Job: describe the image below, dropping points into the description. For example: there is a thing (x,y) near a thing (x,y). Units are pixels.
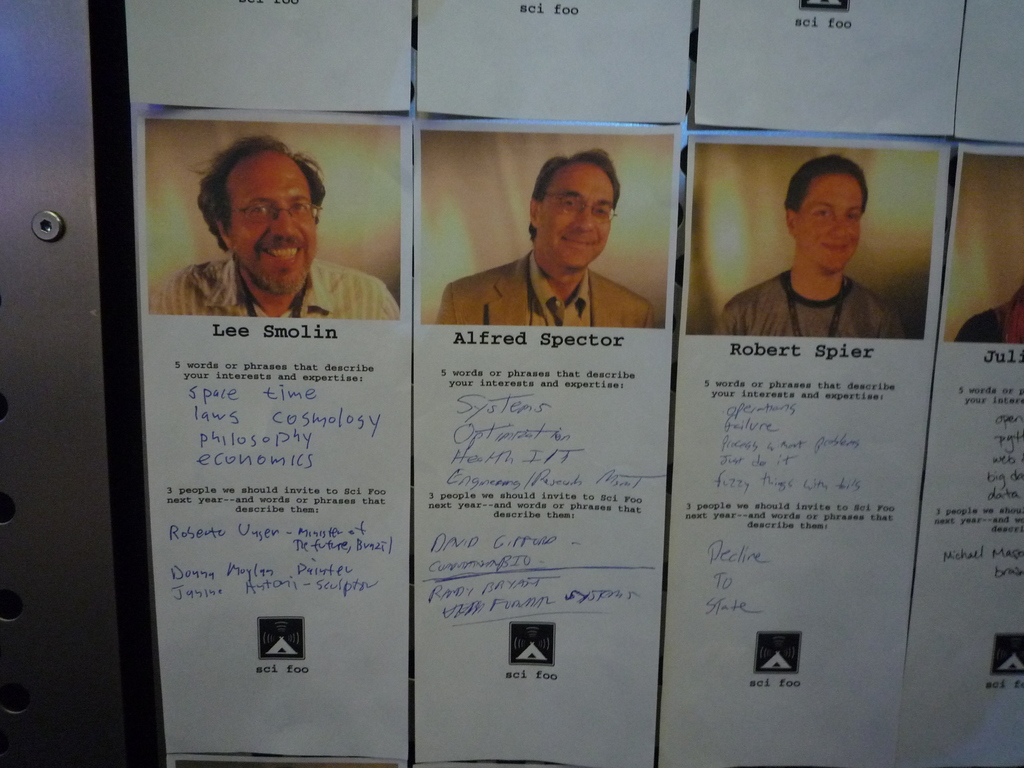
In the image there are photographs (444,222) of few men (767,279) on the wall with some text (336,377) below it.
